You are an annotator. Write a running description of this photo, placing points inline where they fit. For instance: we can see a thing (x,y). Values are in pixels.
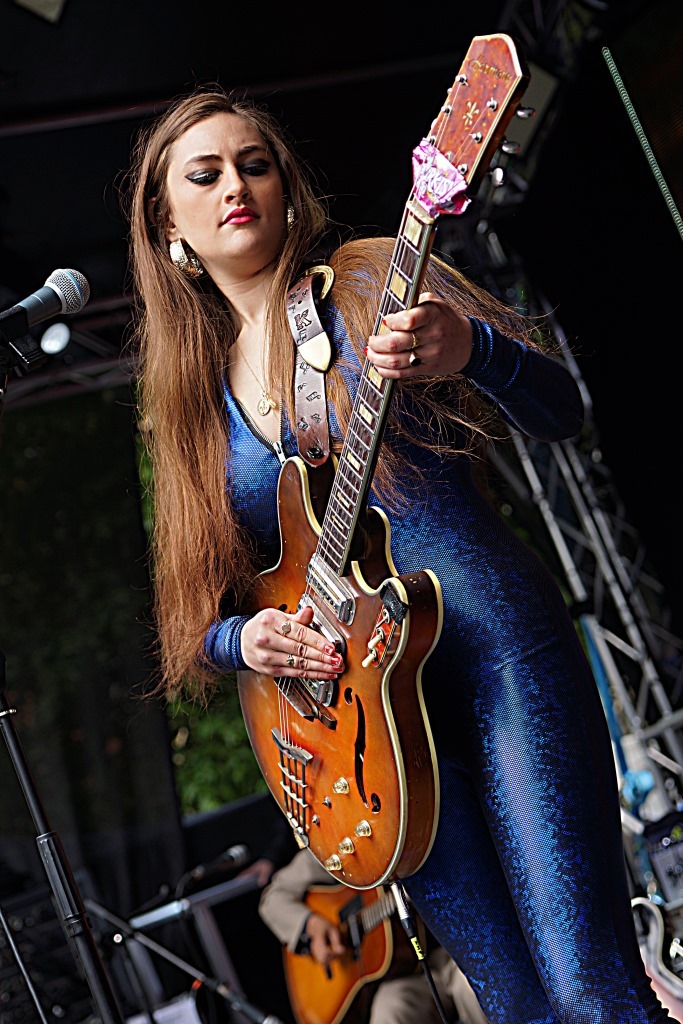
In this image, we can see few peoples (496,847) are playing a guitar (330,858) in-front of microphones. At the bottom (81,969), we can see wire (34,989), stand (96,972) and some instruments (672,856) here. There is a background (539,470) we can see rods (566,464) and roof (180,68).
